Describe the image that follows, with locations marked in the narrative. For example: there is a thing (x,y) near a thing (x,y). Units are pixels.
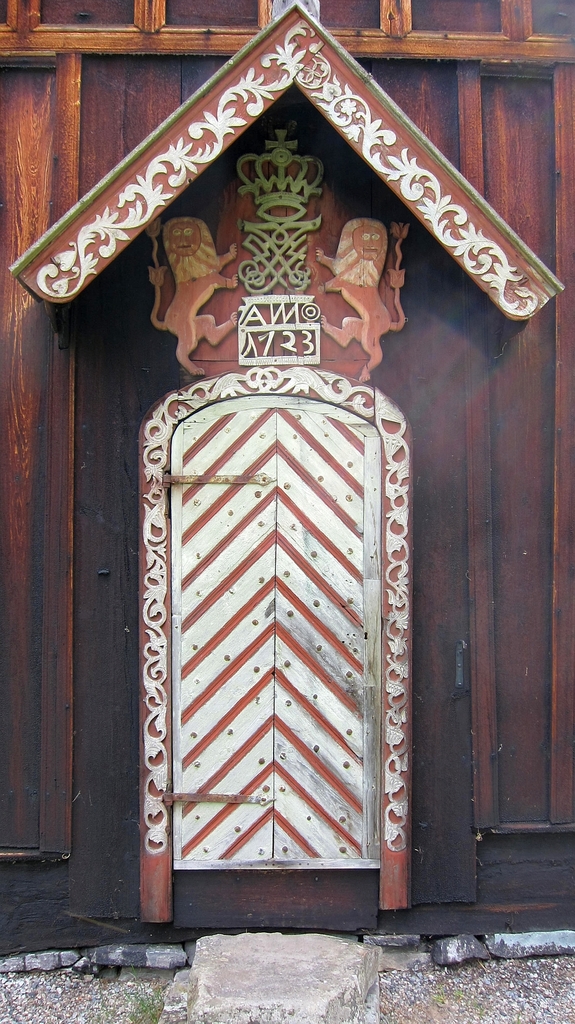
In this picture we can observe a white color gate (221,680). There is a brown color wooden wall (127,559) here. We can observe carving (192,290) on this wooden wall (329,294). There is a stone (213,997) placed on the land (448,997).
